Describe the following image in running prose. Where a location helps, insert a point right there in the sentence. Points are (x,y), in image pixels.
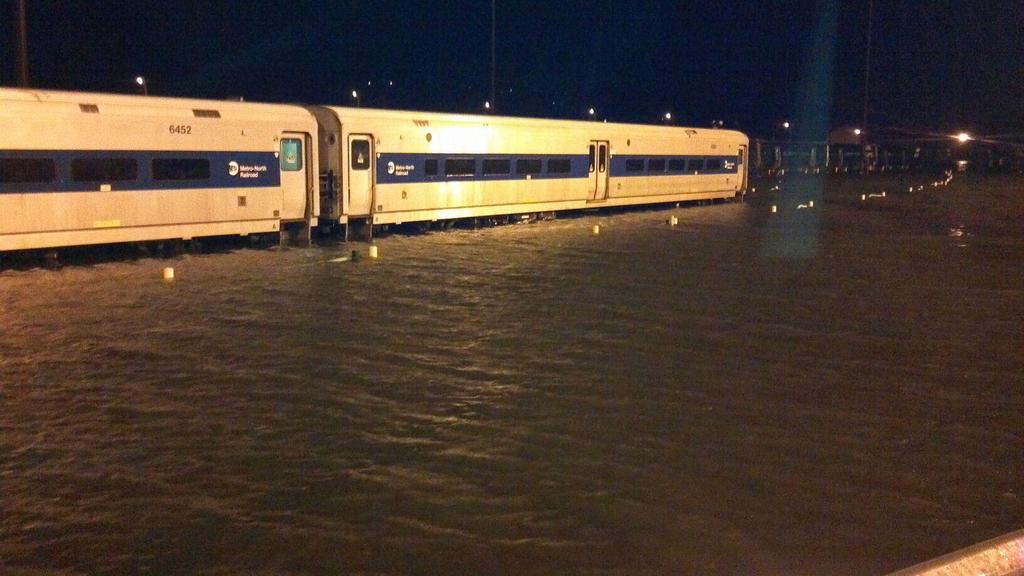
In this image I can see the water (649,397) and I can also see the train (302,200) and I can see few lights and the sky (434,70) is in black color.
